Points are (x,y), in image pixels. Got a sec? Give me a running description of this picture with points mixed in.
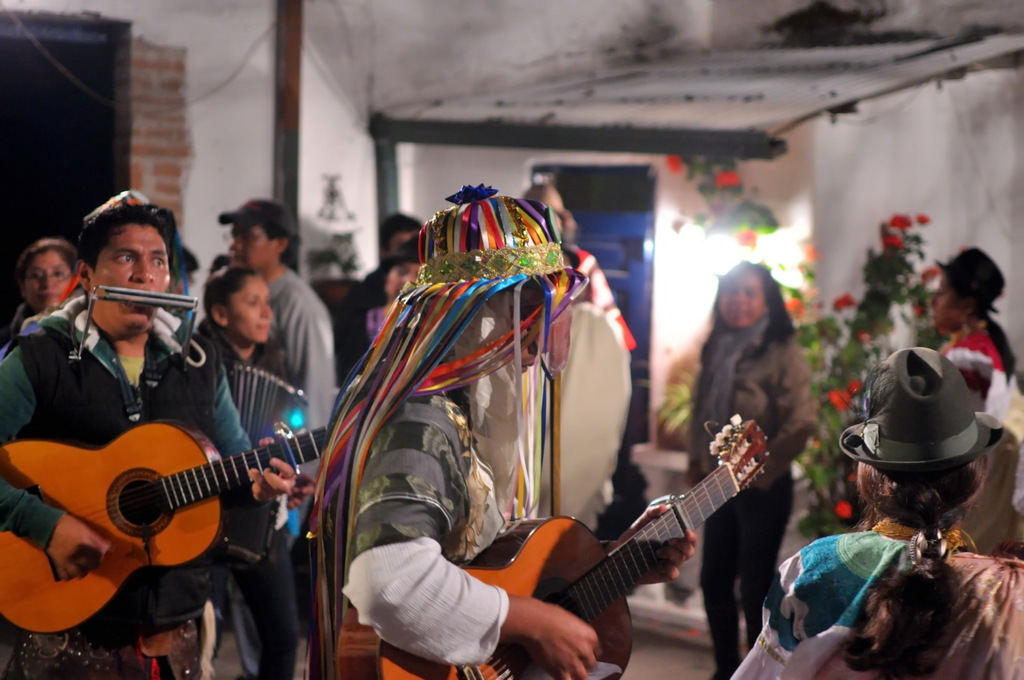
In this picture we can see group of persons (777,328) playing musical instruments (135,478) such as guitar (493,564), accordion (252,386) and in the background (617,176) we can see door (611,190), plants (852,355), brick wall (149,83), pipe (286,60) here person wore colorful cap (446,293).
